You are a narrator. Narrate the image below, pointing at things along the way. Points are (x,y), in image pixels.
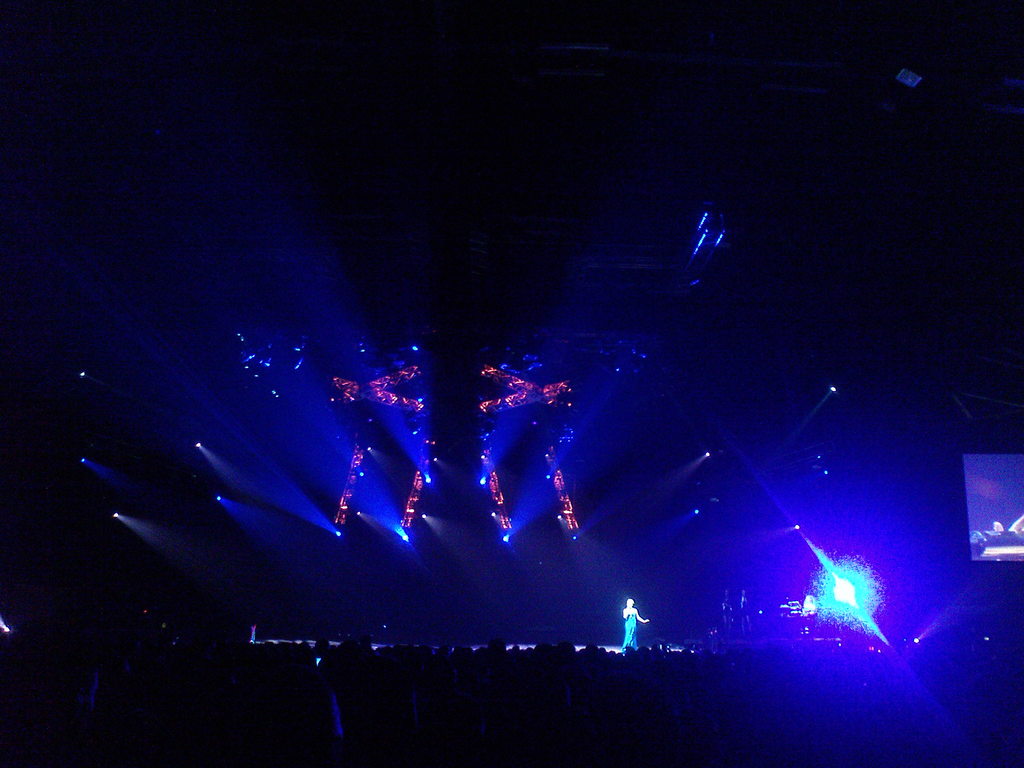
In the picture I can see a woman (628,643) is standing on the stage (527,646). The woman (631,613) is wearing a blue color dress (627,629). I can also see stage lights (331,524) and screen (985,467). The image is little bit dark.
